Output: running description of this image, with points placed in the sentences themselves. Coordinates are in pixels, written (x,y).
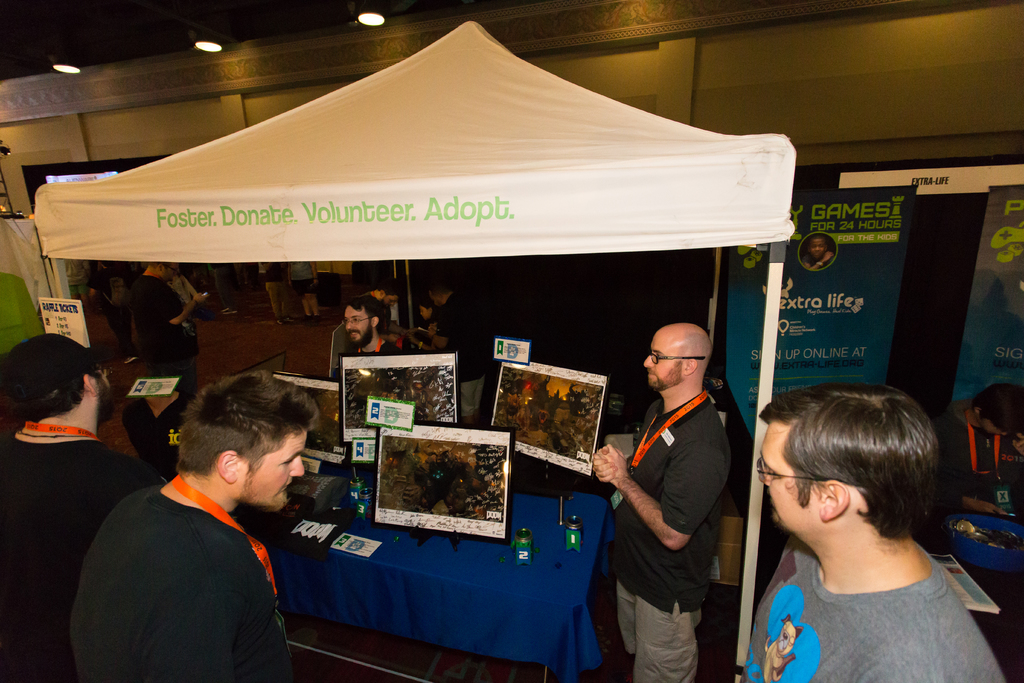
In this image in the center (615,234) there is one tent (393,232), under the tent (415,237) there is one table (457,574). On the table (554,585) there are some posters (405,462), bottles (570,531) and some objects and also there are group of people (697,442) standing. On the right side (844,299) there are some boards (862,307), on the boards (855,293) there is text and on the left side (49,314) also there are some boards (52,326). And in the background (28,144) there is a wall (140,126) and lights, at the bottom (375,634) there is floor (364,641).
